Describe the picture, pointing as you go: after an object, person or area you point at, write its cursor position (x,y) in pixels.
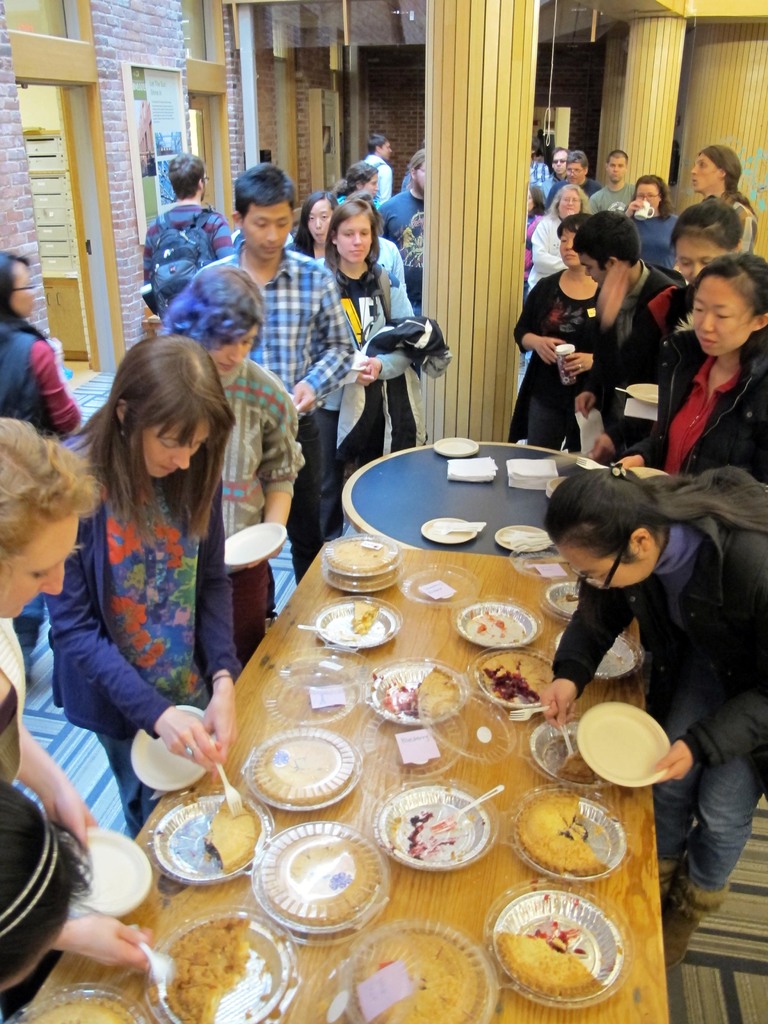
In this image I can see a crowd of people (125,361) visible inside of the building (412,81), in front of them I can see a table (488,485), on the table (469,679) I can see plates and top of plates (590,953) I can see food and in the middle (466,398) I can see beams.
